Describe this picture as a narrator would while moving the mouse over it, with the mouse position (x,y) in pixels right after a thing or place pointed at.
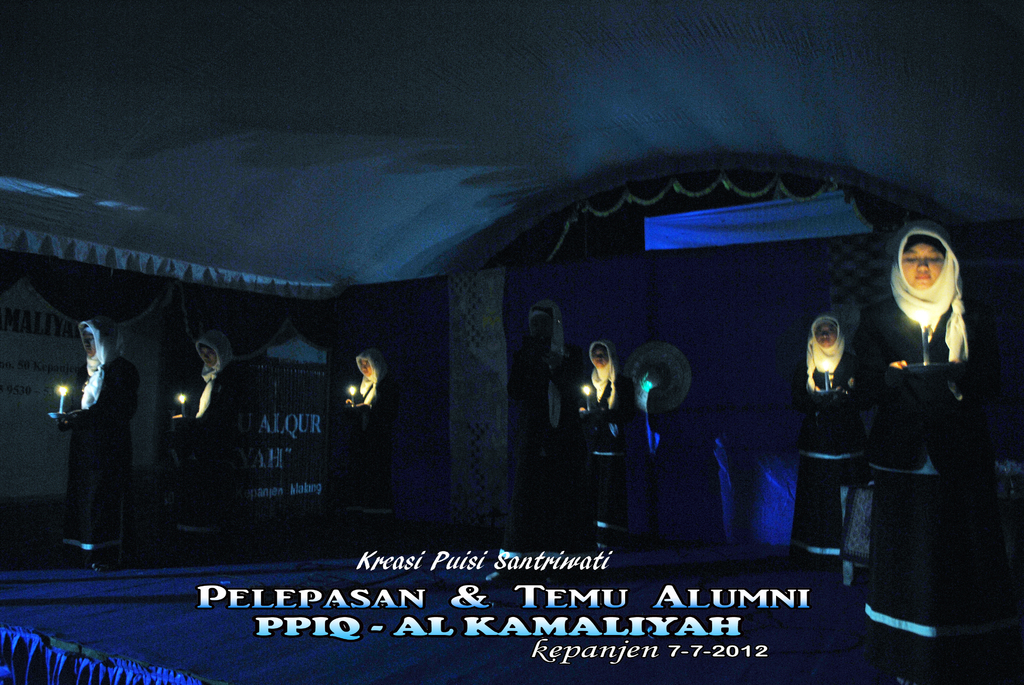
In this image we can see women (624,464) standing and holding candles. In the background (592,281) we can see curtain (428,289) and advertisement (293,448). At the bottom of the image (573,561) we can see text (630,619).
